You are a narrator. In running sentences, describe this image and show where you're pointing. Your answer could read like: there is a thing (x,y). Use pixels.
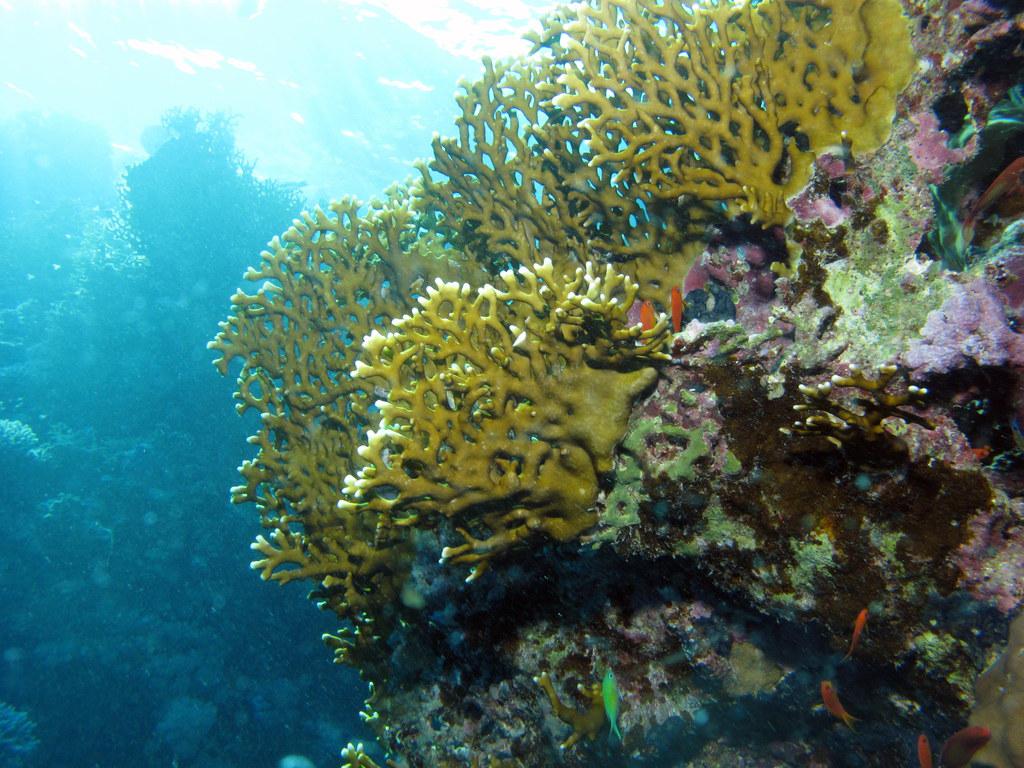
As we can see in the image there is water (126,108) and plants (554,353).
